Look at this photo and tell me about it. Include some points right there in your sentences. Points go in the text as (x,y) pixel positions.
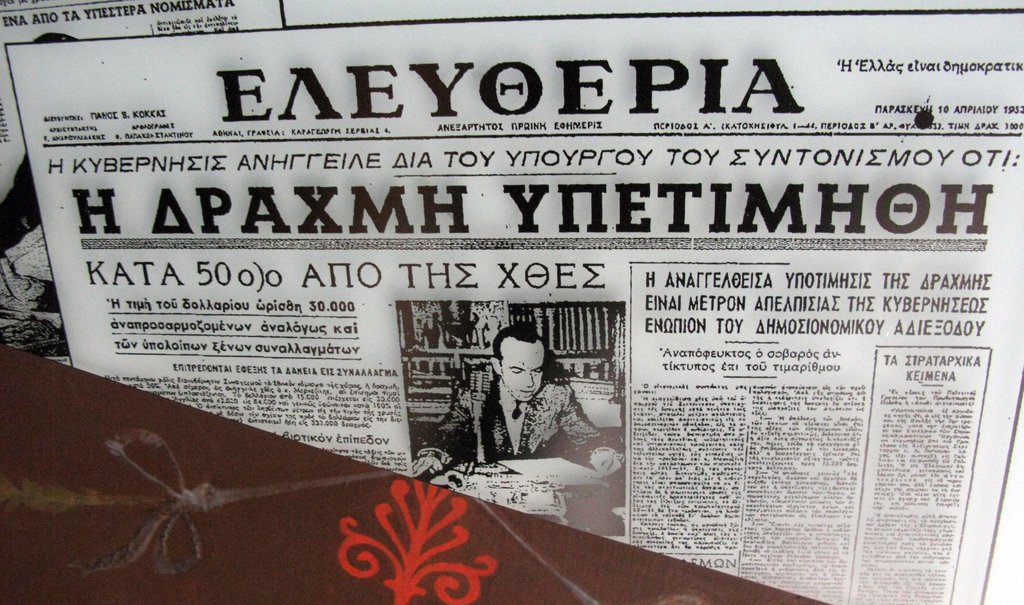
In this picture I can see a paper (568,201) on which we can see some text (595,226) and image (506,359) of a person (533,380).
